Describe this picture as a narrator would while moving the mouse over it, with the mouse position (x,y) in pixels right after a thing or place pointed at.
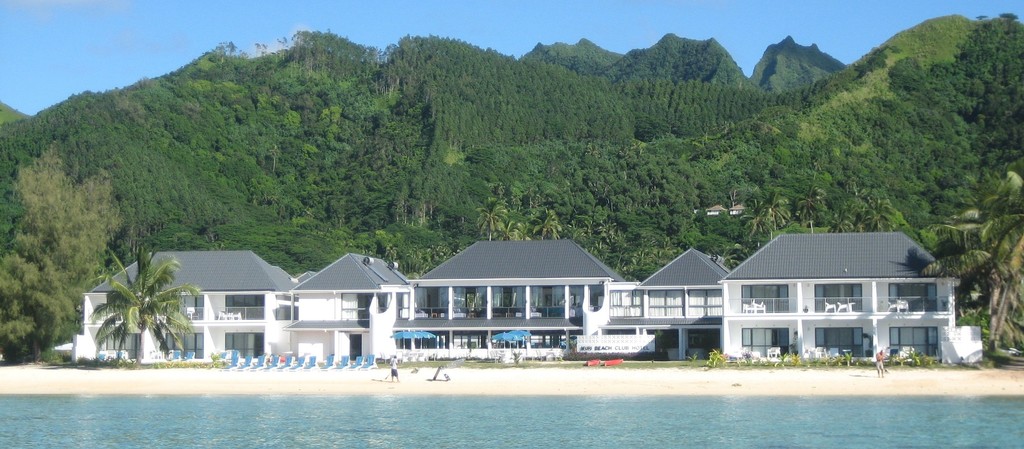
In this picture we can see building (682,283). On the bottom (809,422) we can see water (366,444). On the right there is a man (884,354) who is wearing trouser (881,367). Here we can see another person (393,367) who is wearing white t-shirt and short (395,373), standing near to the water (385,396). Here we can see some beds (311,358) near to the building (337,333). On the background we can see mountains (629,83) and trees (598,155). On the top (494,12) there is a sky (546,11).
